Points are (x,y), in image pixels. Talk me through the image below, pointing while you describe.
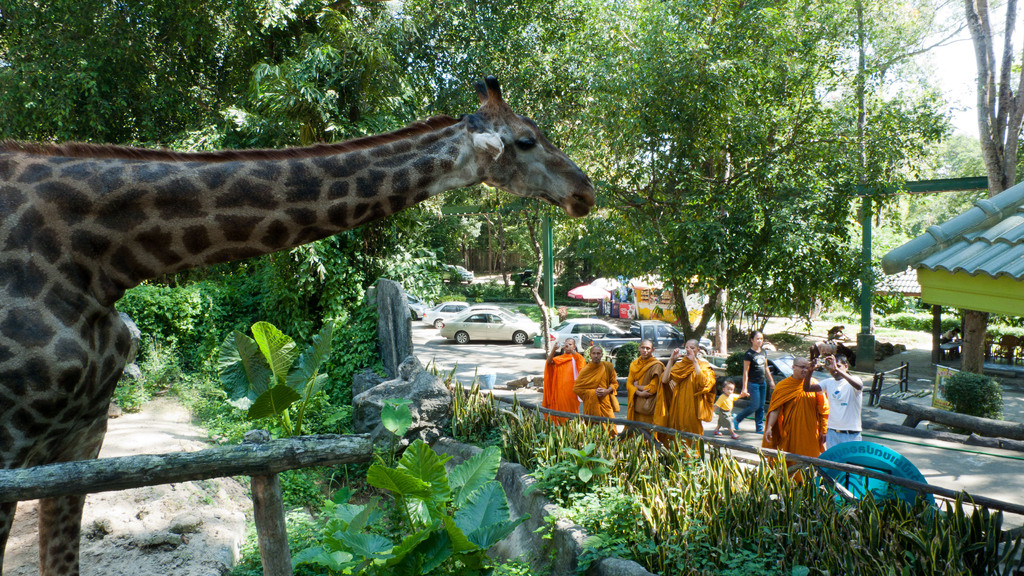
On the left side of the picture (73,229) there is giraffe (102,243). In the foreground of the picture (306,395) there are plants (499,460), railing (699,436) and people (809,365) and building (965,280). At the top (428,68) there are trees (615,59). In the center of the picture (567,328) there are cars (611,323), grass (533,313), plants (530,299) and food courts (635,299).
